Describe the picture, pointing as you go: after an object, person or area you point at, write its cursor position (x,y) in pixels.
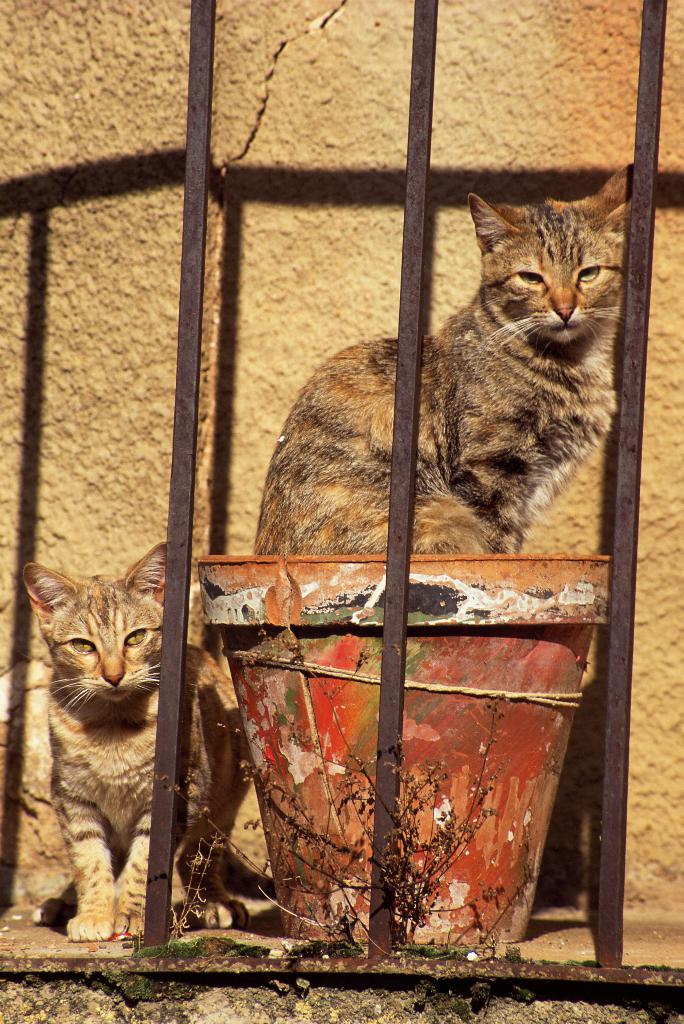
In the foreground of this image (150,912), there is a railing (149,906). Behind it, on the pot (455,676) there is a cat (535,484) and beside, there is another cat (131,675). In the background (45,315), there is a wall (56,293).
